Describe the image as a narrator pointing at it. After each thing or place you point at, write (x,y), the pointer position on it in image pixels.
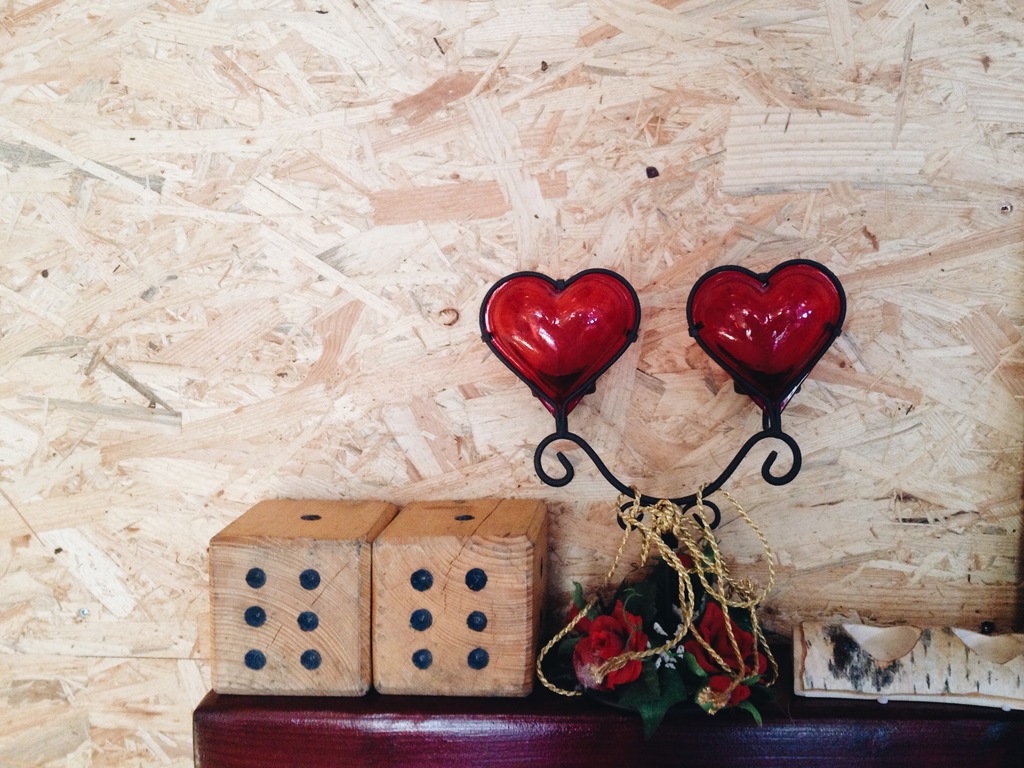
The picture consists of a desk (538,728), on the desk (390,727) there are dices (414,600), flowers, wooden object (837,662) and face (726,345). In the picture there is wall (420,397).
